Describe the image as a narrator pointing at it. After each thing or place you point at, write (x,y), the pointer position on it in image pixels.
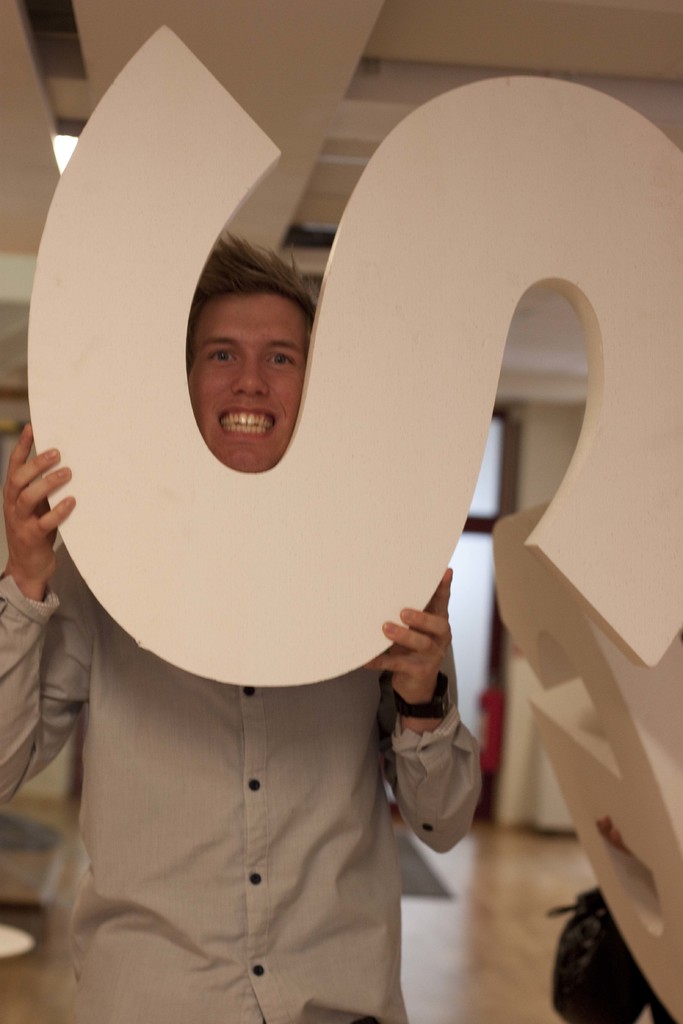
In this picture we can see a person (35,719) holding letter S (313,579) in his hand (365,662). There is a red object (492,711) in the background (495,763).
